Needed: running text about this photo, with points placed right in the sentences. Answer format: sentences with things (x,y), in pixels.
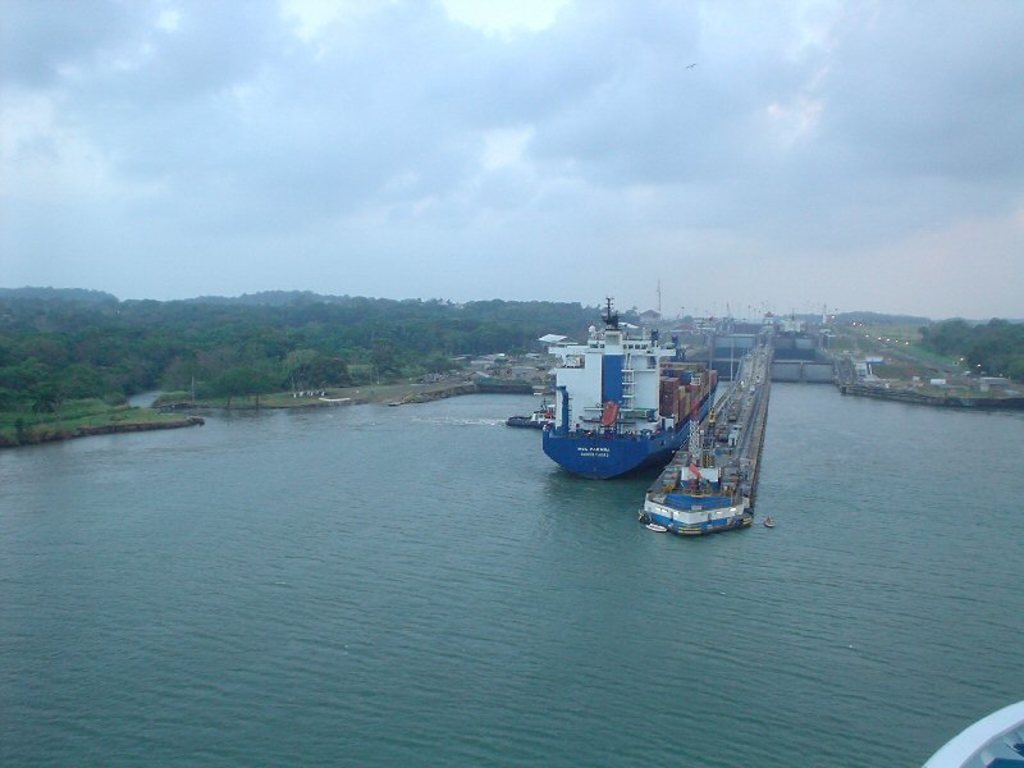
In this image I can see a ship (559,447) on the water (562,497), the ship (590,464) is in blue and white color. I can also see a bridge (756,407), background (399,65) I can see trees (354,317) in green color and the sky (561,209) is in white and gray color.
